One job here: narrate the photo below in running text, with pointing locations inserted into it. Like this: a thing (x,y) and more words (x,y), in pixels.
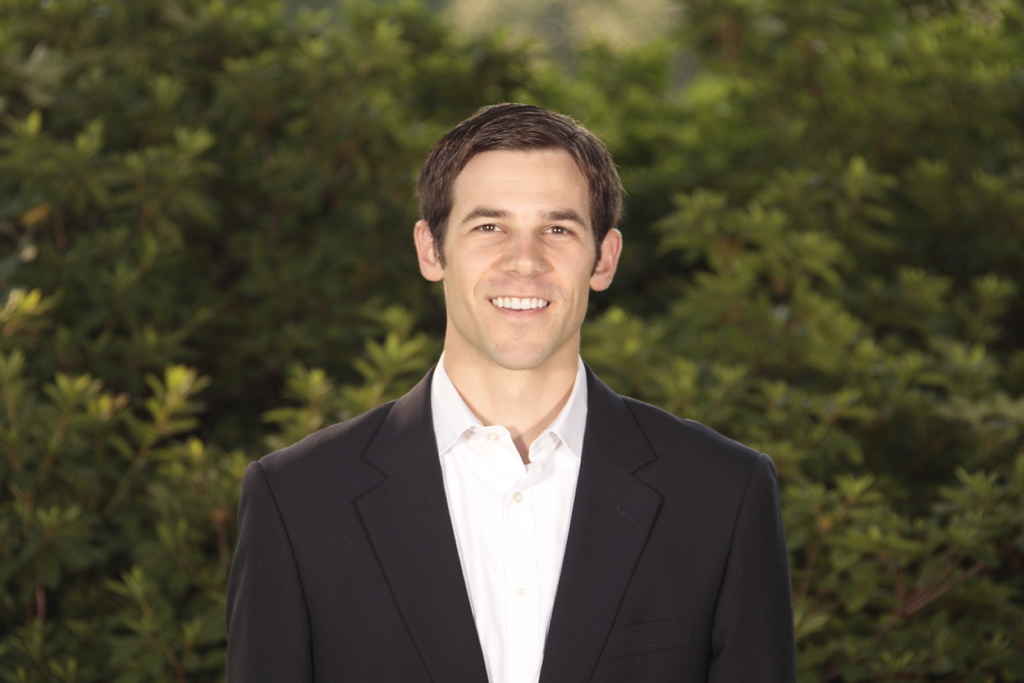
In the picture we can see a man (428,523) standing and he is with black color blazer (353,657) and white shirt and behind him we can see full of plants (365,278).
